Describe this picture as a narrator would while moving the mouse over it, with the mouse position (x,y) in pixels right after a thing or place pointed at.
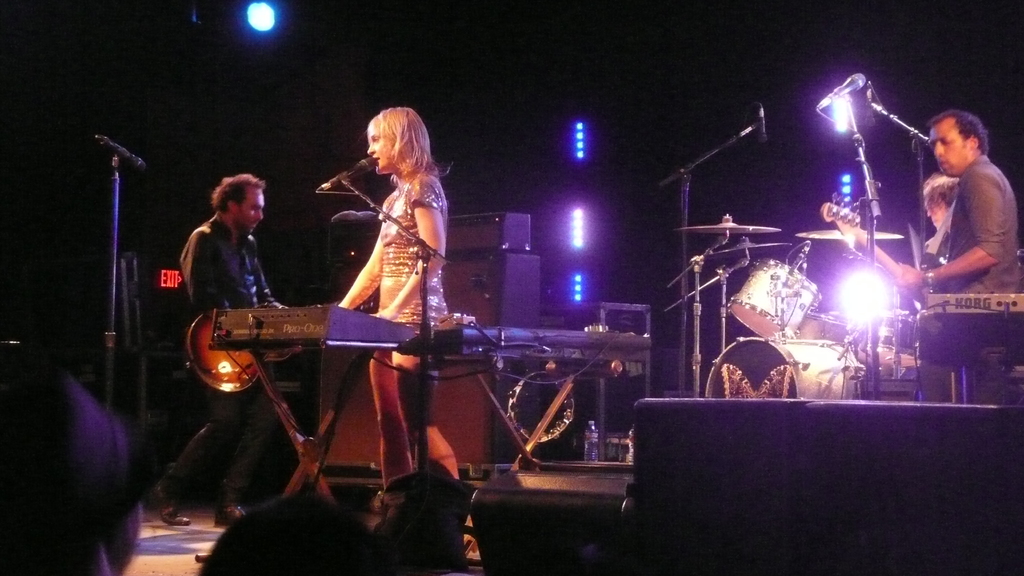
In this image i can see few persons (399,238) standing and holding musical instruments (298,336) in their hands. i can see microphones (356,168) in front of them. In the background (572,309) i can see few lights (578,151), few musical instruments (570,345) and the dark background (469,81).
